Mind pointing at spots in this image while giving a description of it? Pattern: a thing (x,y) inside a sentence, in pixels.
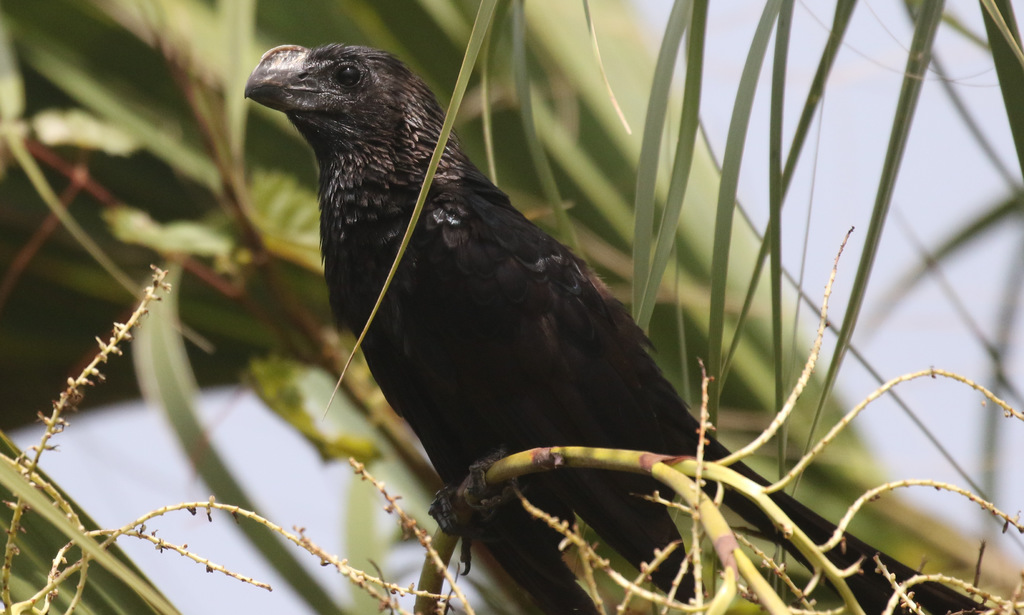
In the image on the stem (630,455) there is a black color bird (401,288) standing. And also we can see the leaves (39,523). In the background (615,135) there are leaves (182,403) and it's a blur image in the background (767,177).
